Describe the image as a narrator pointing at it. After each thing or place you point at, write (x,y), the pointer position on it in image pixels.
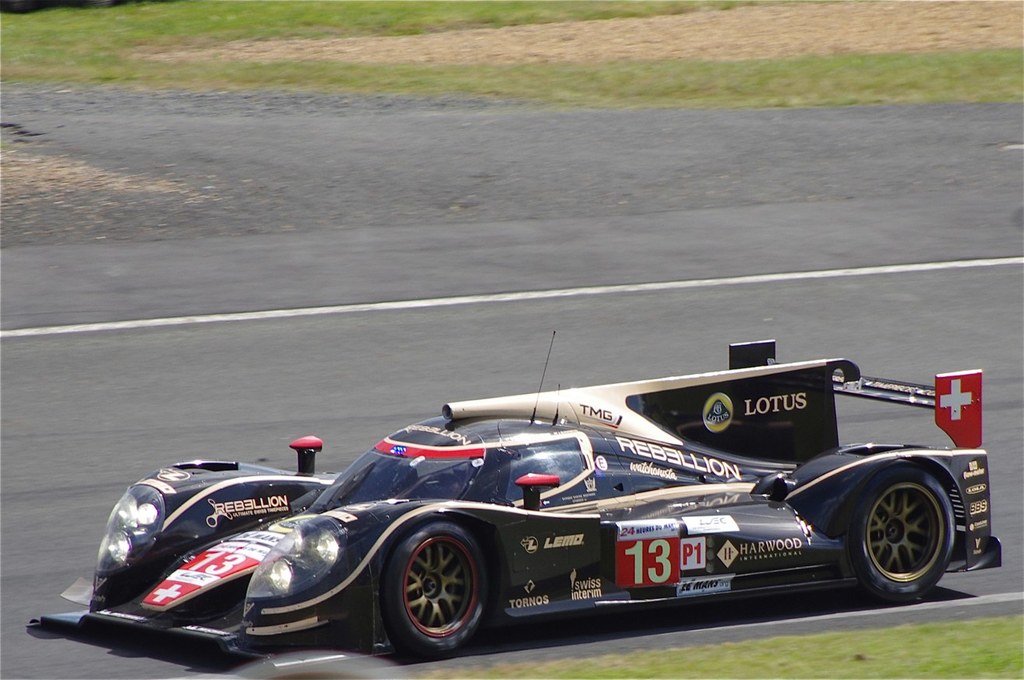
In this picture I can see there is a car (694,593) and it has different stickers (636,559) on the car (383,511) and it has head lights (321,544) and there is grass (420,6) at top (793,76) and bottom of the image (943,640).
